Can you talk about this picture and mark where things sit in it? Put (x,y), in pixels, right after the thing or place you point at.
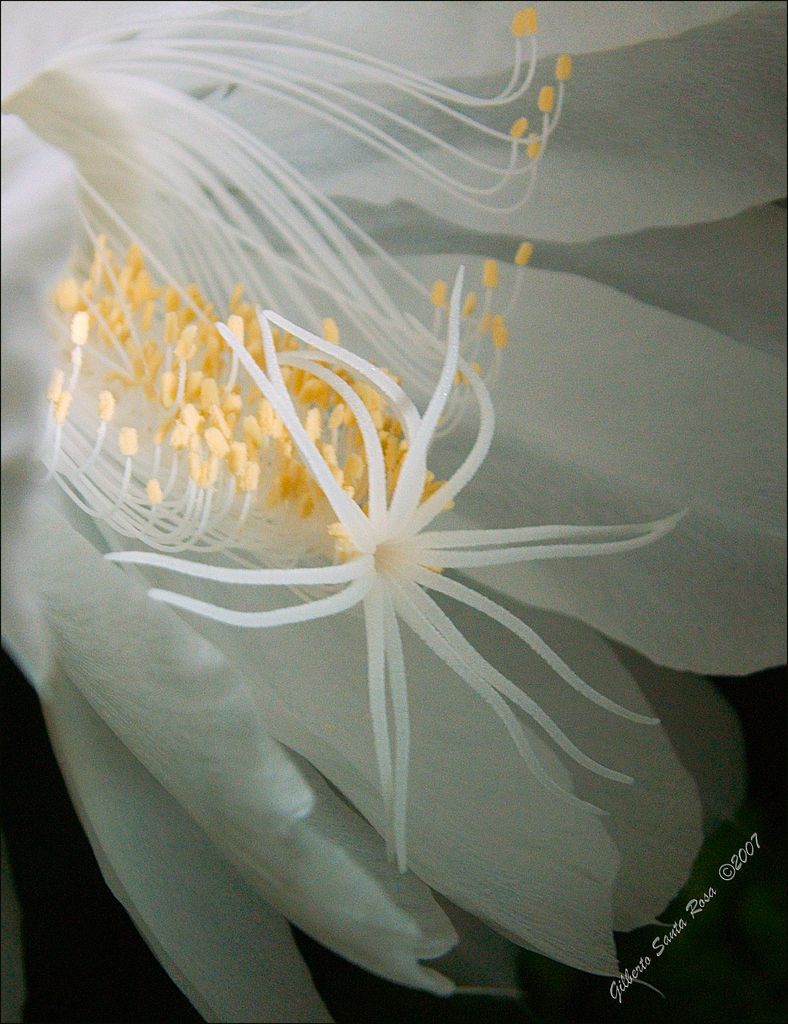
In this image we can see a flower (398,437).
